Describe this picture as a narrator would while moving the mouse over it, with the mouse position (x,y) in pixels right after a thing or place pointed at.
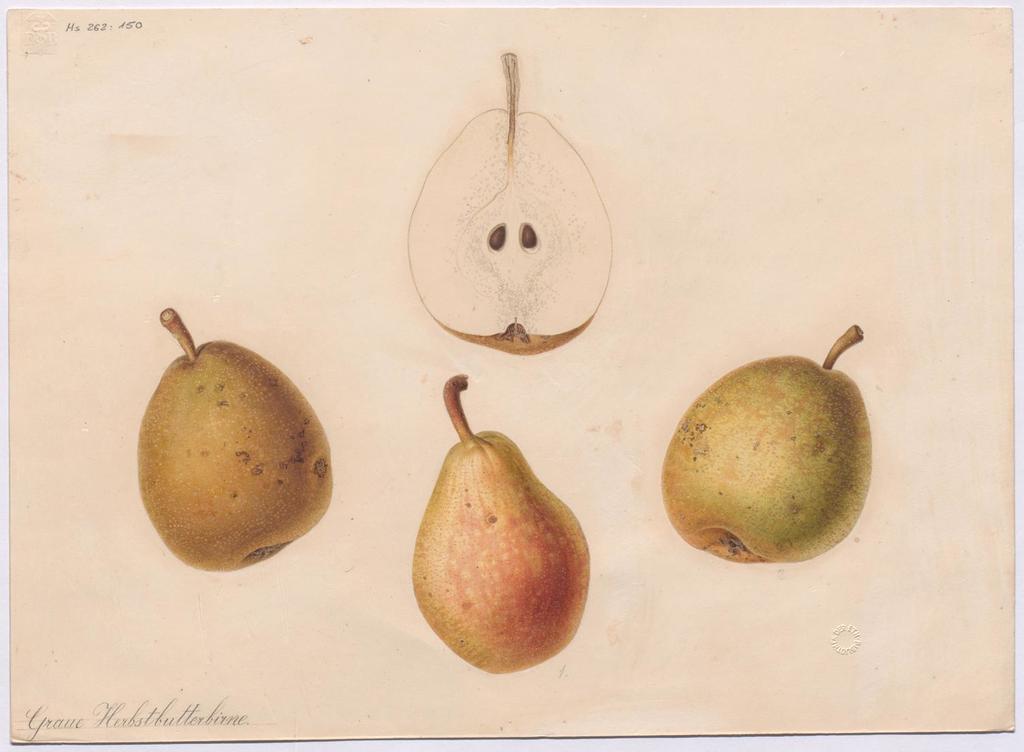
In this picture, we see pears (514,573) drawn on the paper (676,573). In the background (592,503), it is white in color.
